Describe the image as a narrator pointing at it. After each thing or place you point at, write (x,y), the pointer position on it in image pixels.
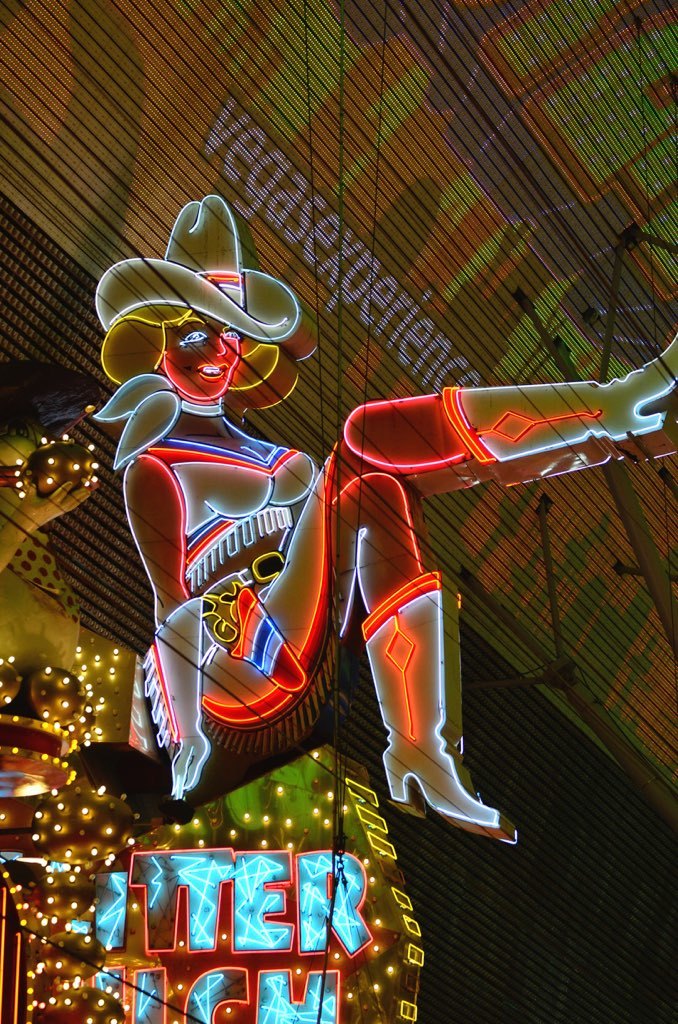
In the center of the image (315,557) we can see decoration light of a person (292,354). At the bottom of the image (270,953) we can see alphabets lights (318,871). In the background of the image (161,165) we can see text (308,197), wires (364,430), poles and wall (498,320).
